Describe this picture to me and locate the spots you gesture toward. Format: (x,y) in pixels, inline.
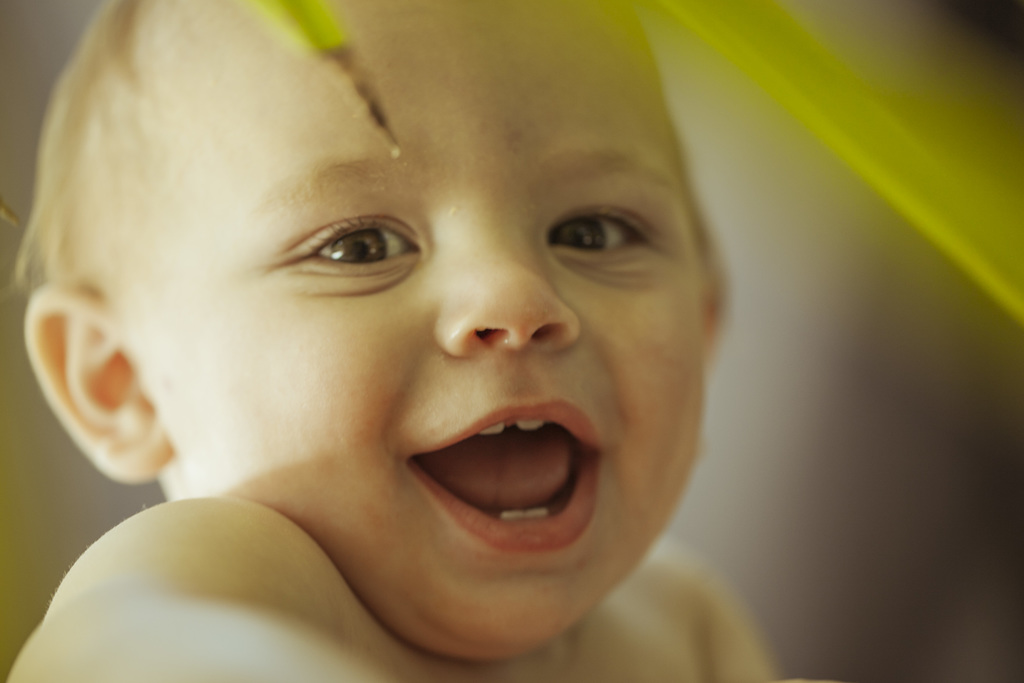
In this image we can see a child (563,134) and in the foreground (843,84), we can see some leaves (840,98).
